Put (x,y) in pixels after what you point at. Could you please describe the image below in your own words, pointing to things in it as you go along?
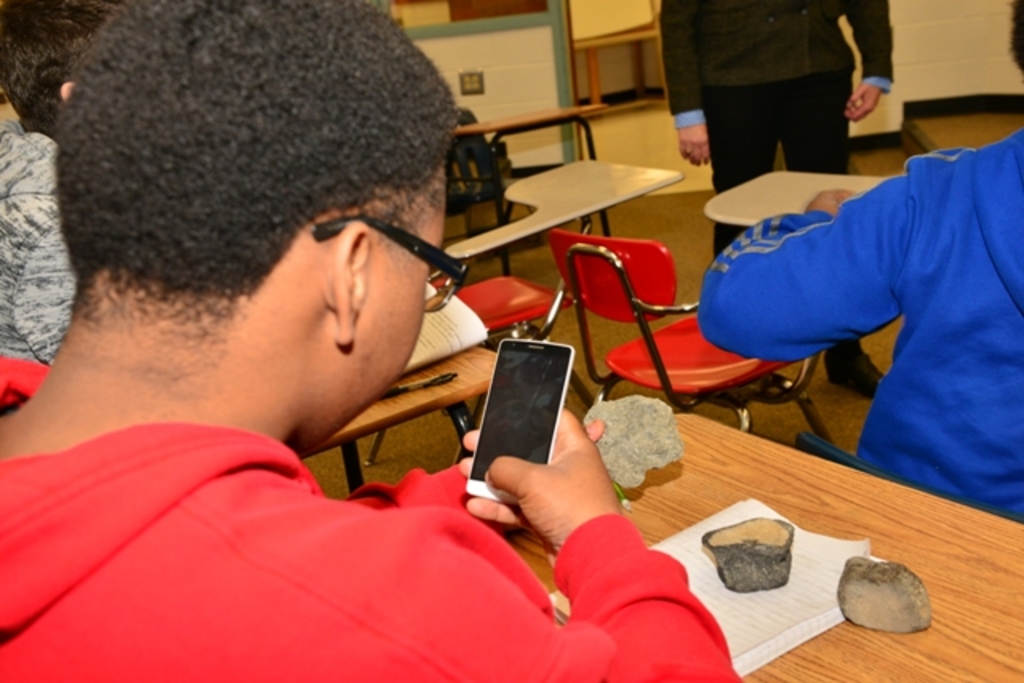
This picture is from a classroom (802,200). There are four persons (769,90). On the left (152,151) a person (192,294) in red dress (184,476) is using mobile (528,400), in front of him on the table (789,513) there are stones (743,554) and a book (746,599). There are many chairs (570,301) in the room (816,506). On the right (971,289) a person (910,332) in blue dress (950,292) is sitting. And on the centre of the image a person (768,66) standing. To the left (19,219) a person (16,210) is sitting. On the background (477,74) there is wall (940,68).
